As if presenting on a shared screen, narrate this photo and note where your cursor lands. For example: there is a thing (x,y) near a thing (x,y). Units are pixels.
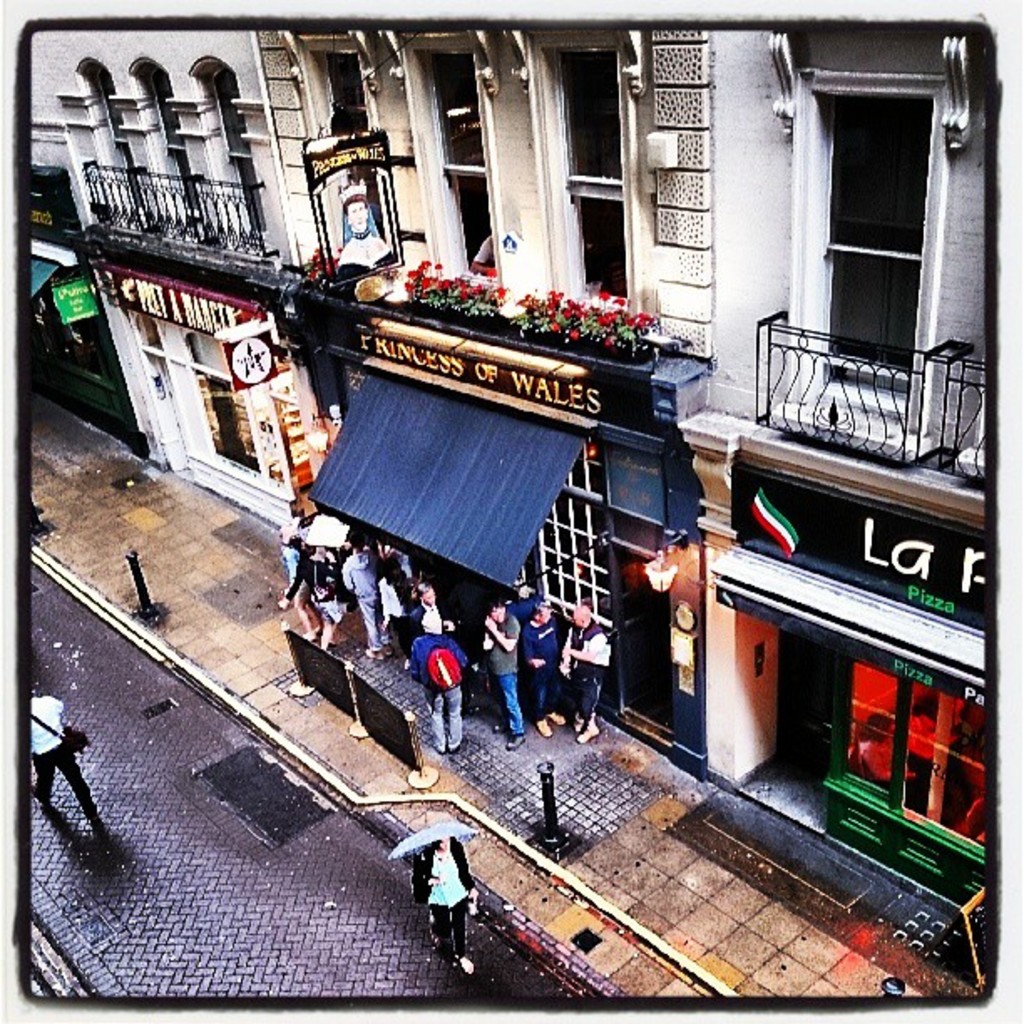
In this image there are people (366,615) standing on the path (520,763) and two persons (51,774) are walking on the ground (339,855). Image also consists of fence (379,728) and also two small black poles (546,832) and buildings (523,456) and the image has borders (1016,91).
